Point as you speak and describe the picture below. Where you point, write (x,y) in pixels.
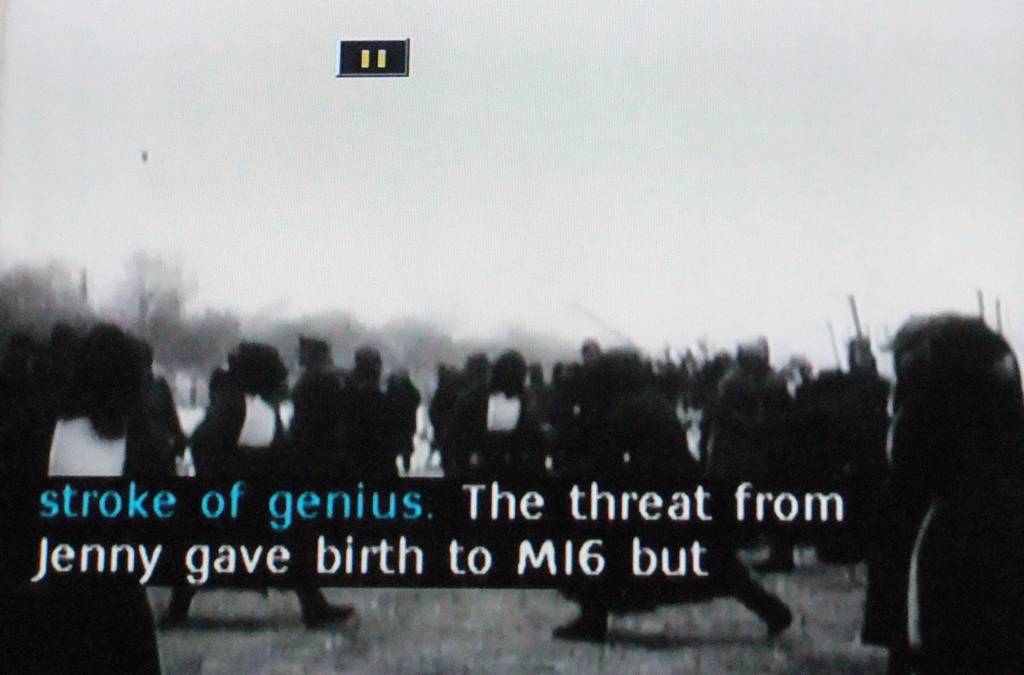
In this image, we can see a photo (129,426), in that photo (487,395), we can see some people (487,395) and there is some text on the photo (760,562).
